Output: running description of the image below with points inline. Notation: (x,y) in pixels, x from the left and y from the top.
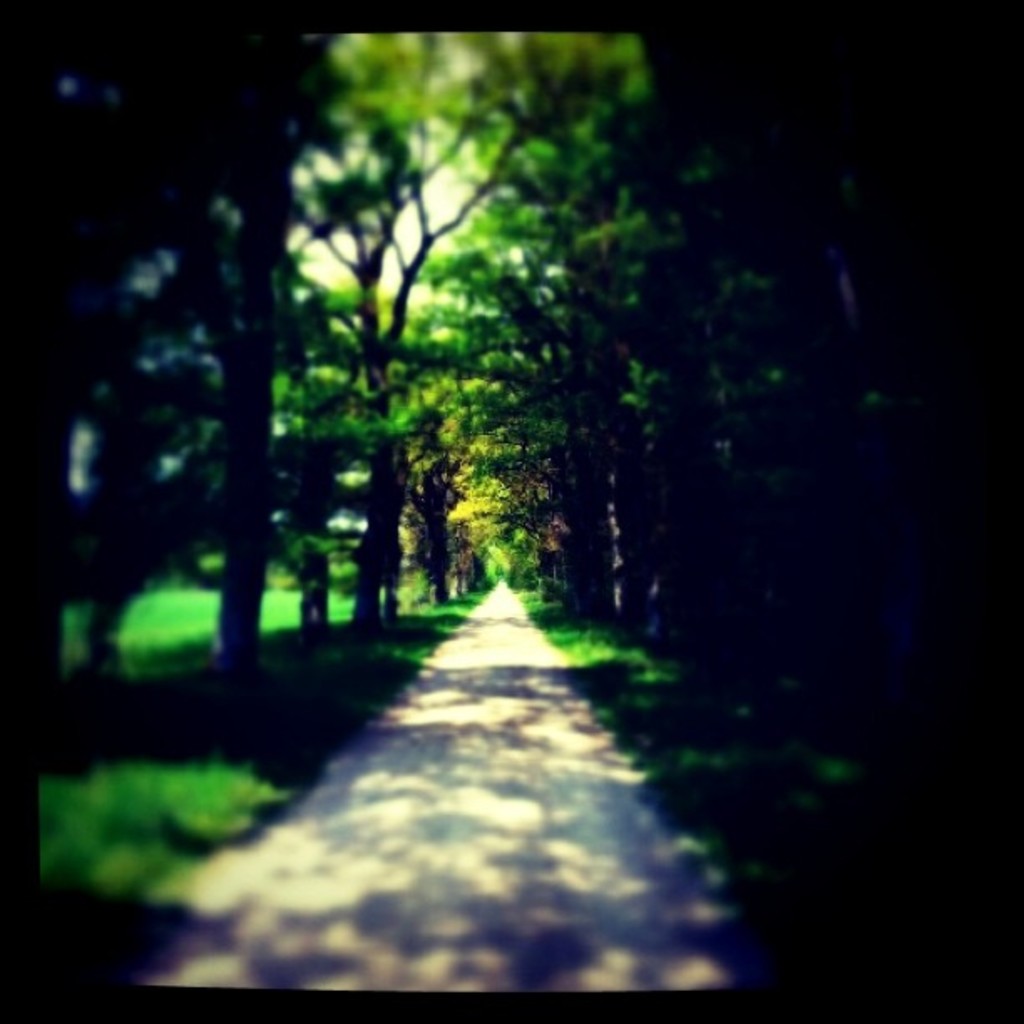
In this image I can see the road (428,808). To the side of the road (394,839) there are many trees (484,466). In the back (304,237) I can see the sky (352,256).
